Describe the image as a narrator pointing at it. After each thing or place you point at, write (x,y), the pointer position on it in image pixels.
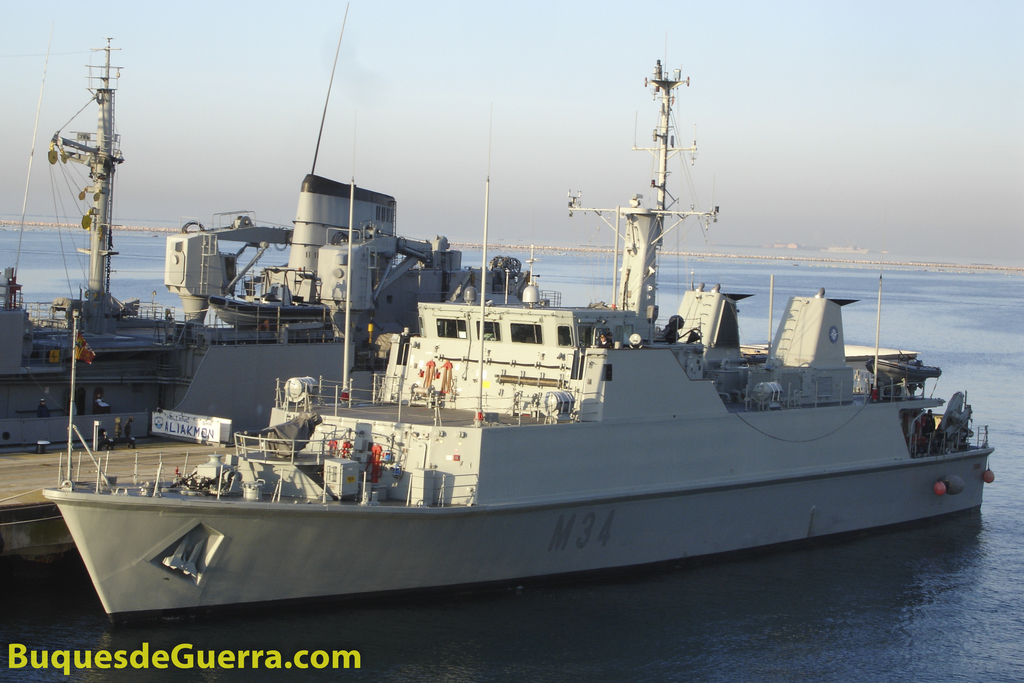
In this image we can see ships (779,525) on the water (763,622). In the background (519,175) there is sky (853,128). At the bottom of the image (66,671) we can see a watermark (317,658).
